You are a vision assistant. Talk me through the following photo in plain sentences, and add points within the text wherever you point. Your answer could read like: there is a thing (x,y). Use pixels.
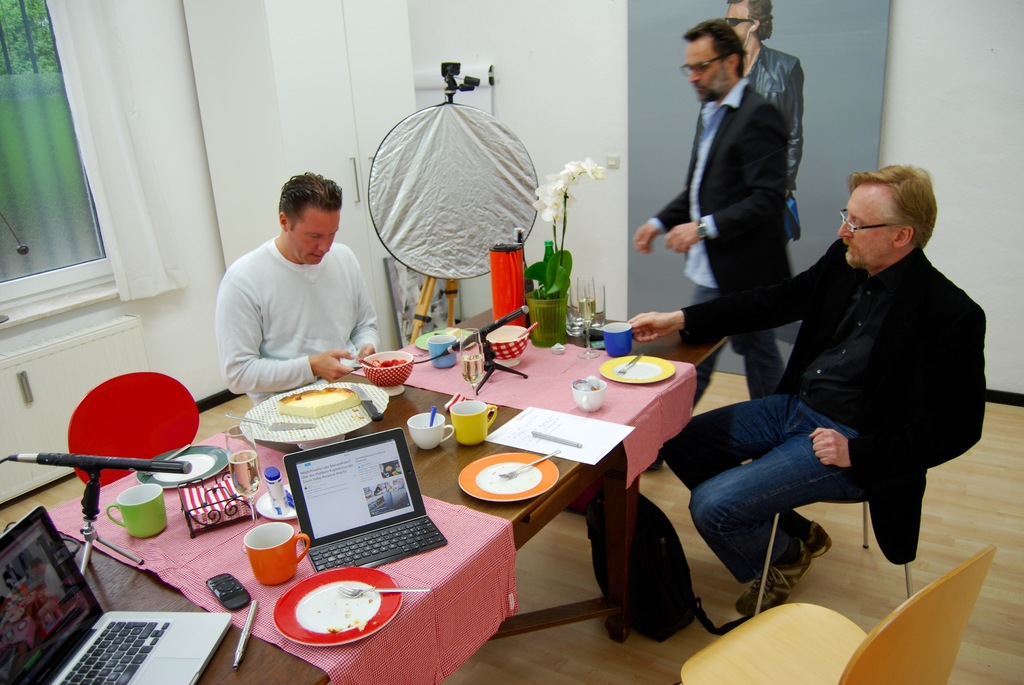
Here we can see a person (699,177) is standing, and two persons (317,276) are sitting, and in front (446,362) here is the table (463,371) and plates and laptop (314,524) and many objects (341,511) on it, and here is the poster (663,77), and here is the wall (520,59).
